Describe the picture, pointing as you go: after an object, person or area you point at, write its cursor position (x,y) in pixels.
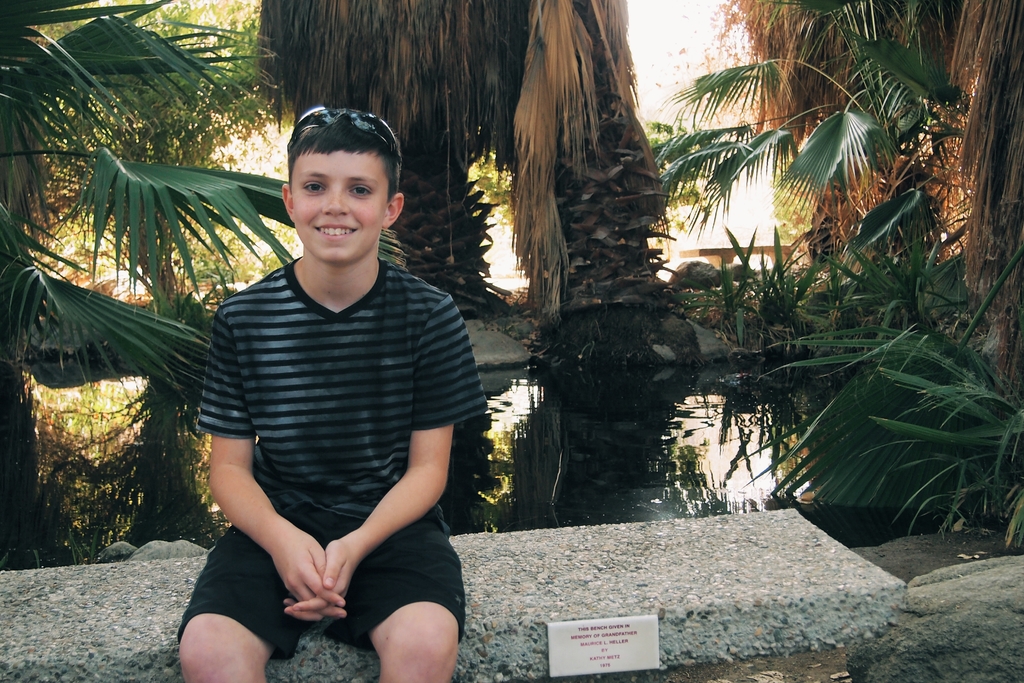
In the picture we can see a boy (254,650) sitting on the marble bench (349,660) and he is smiling, he is with gray color T-shirt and black lines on it and behind him we can see some plants (866,489) and water (630,496) and behind it we can see some trees (602,138).
